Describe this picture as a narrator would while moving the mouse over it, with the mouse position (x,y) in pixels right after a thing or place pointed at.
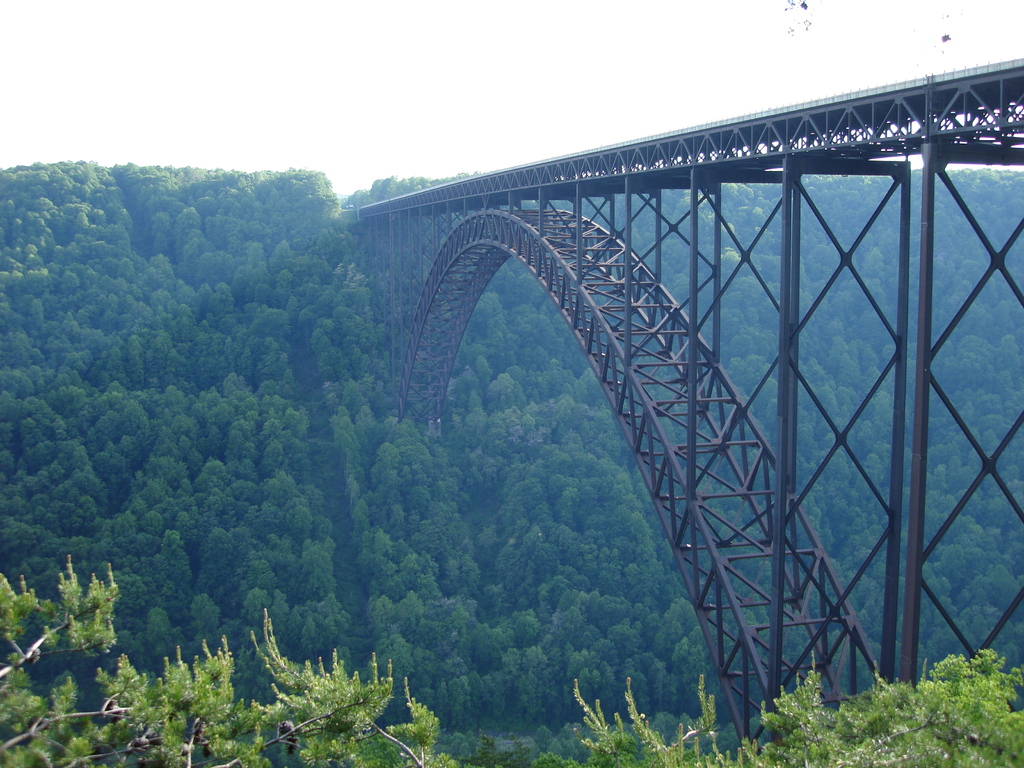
In the foreground of the picture (428,732) there are trees (856,759). In the center of the picture (659,277) there is a bridge (898,428). In the background (197,348) there are trees (544,431).
